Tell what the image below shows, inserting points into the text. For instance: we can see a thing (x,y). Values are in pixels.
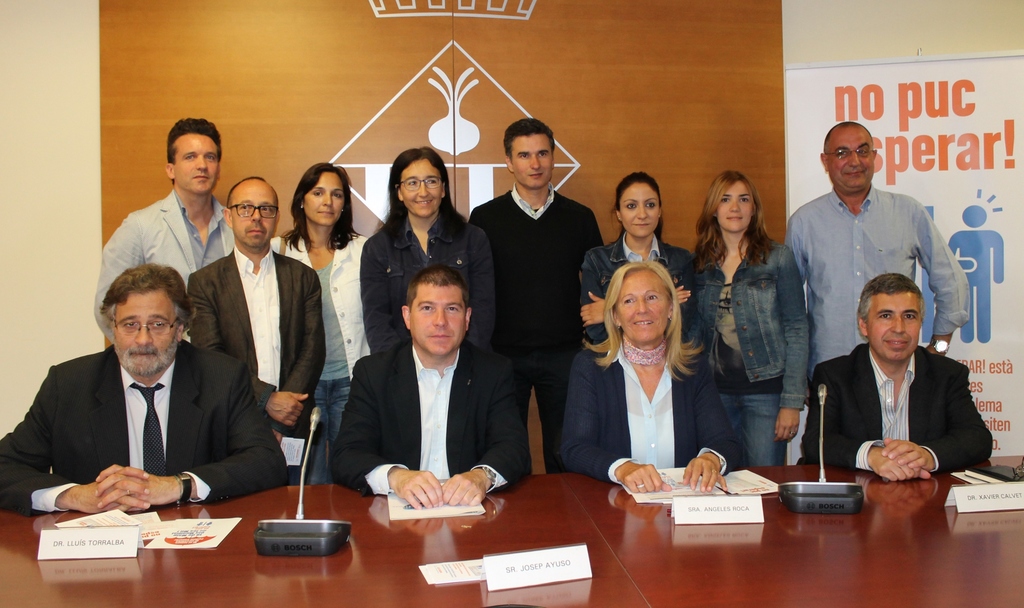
In this image there are four persons (358,446) sitting, there are mike's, papers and name plates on the table (972,520), group of people (331,258) standing and smiling, and there are boards (418,1).
